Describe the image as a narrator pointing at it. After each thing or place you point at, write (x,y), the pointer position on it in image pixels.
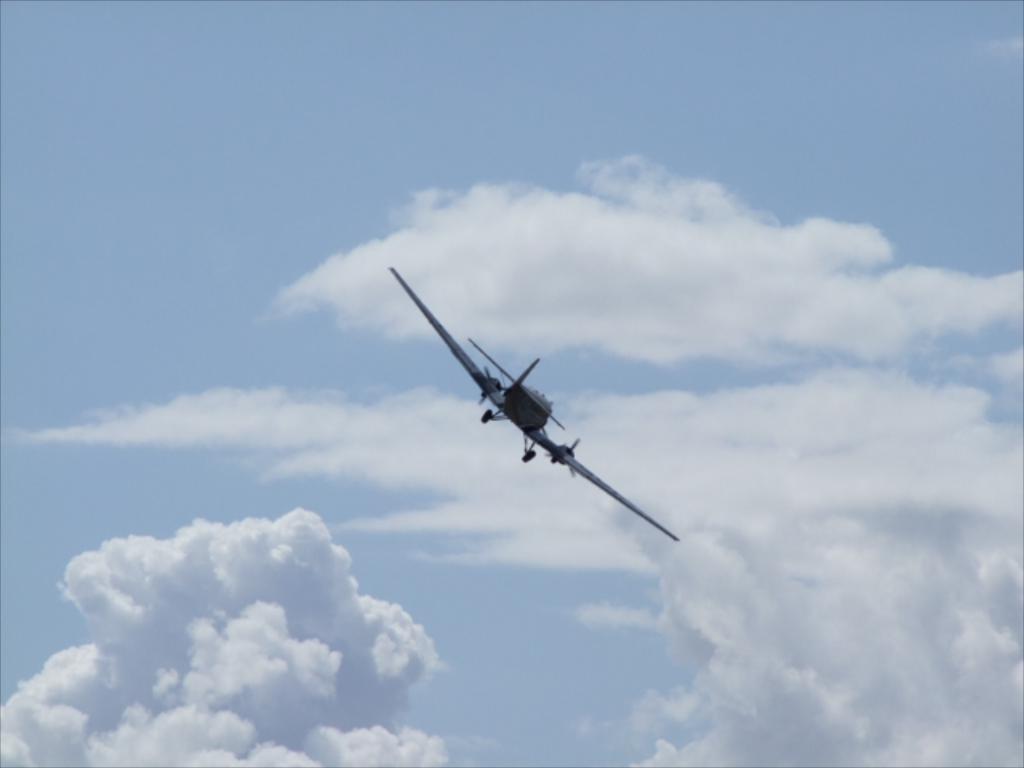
In the image we can see a flying plane (514,418) in the air (467,434) and a cloudy sky (461,438).
